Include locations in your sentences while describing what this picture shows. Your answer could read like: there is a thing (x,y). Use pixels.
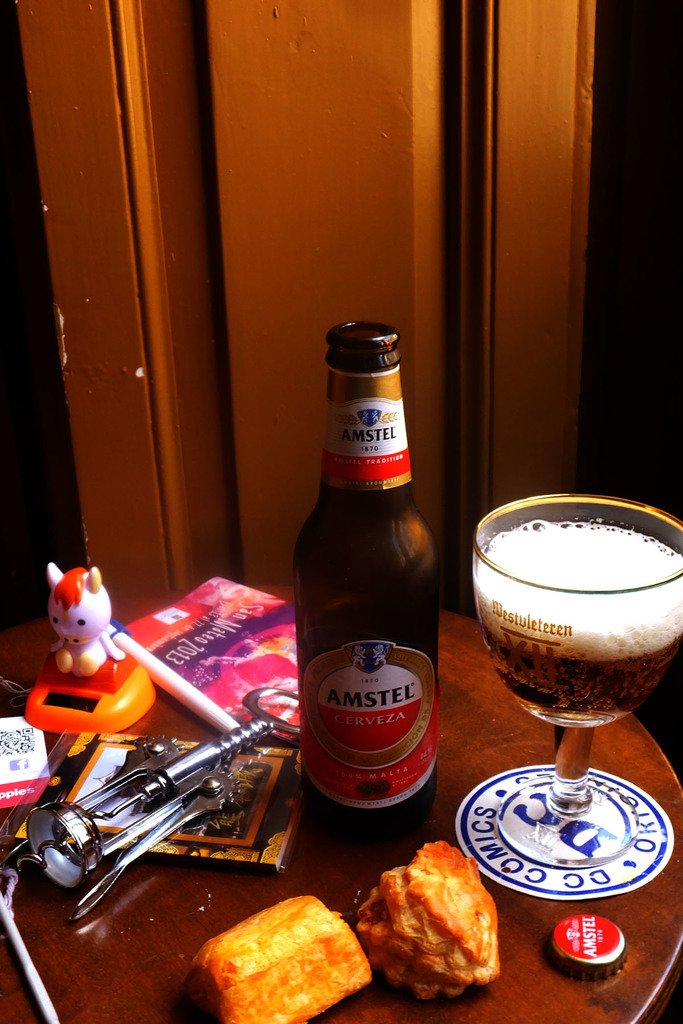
In the picture there is a table (305,863) and on the table (331,876) there is a bottle (348,652), a glass (494,664) with some drink (575,667), snacks (319,941), a book (168,662), marker (170,678) and some other things (65,719) are kept. Behind the table (48,748) there is a wooden background (298,286).
